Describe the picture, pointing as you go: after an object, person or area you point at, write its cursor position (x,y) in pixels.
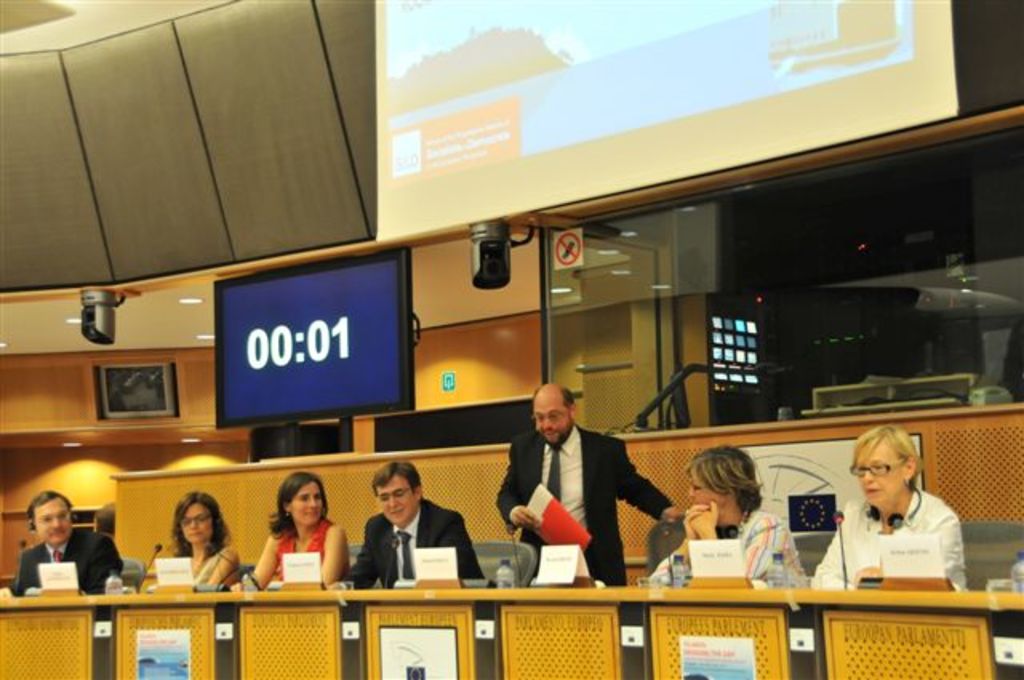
This picture describes about group of people (293,551), few are seated on the chairs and a man (583,441) is standing, in front of them we can find few microphones (842,513), bottles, name boards (574,575) and other things (479,582) on the table (495,602), behind them we can see few cameras (105,338), lights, a projector screen (586,158) and digital screens (736,365).
